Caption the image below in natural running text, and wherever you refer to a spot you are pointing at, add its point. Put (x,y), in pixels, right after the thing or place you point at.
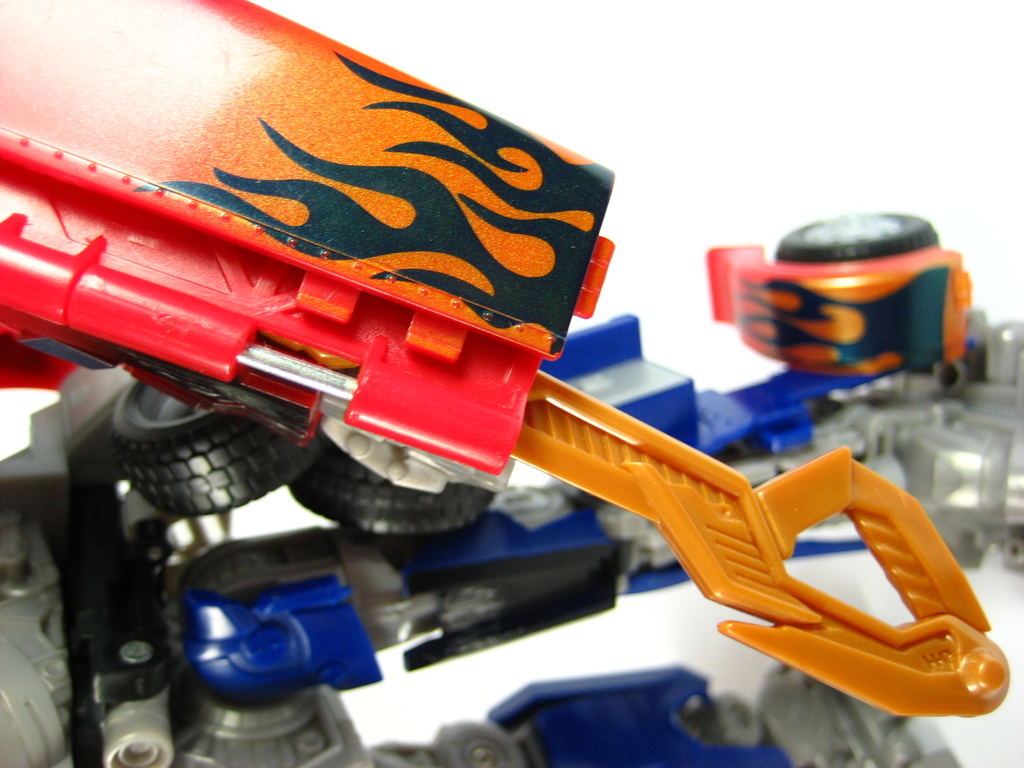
In the foreground of this image (413,409), there is a toy crane (349,373) and there is another toy (143,655) in the background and the white plain background (357,712).
